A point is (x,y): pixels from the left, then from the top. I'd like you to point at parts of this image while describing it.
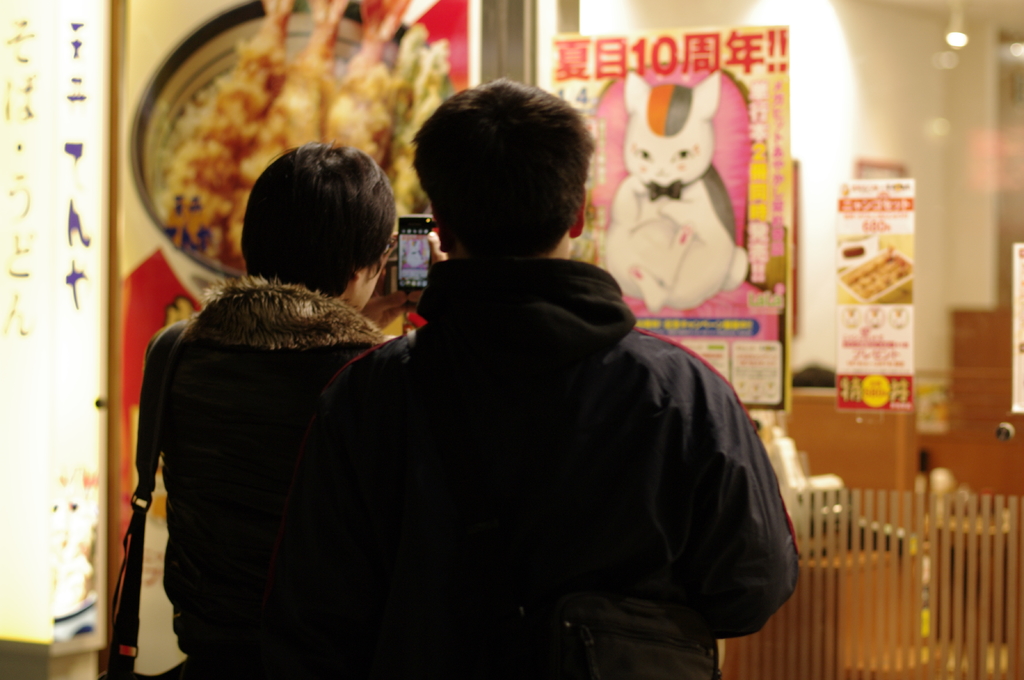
In the image I can see two people (293,326), among them a person (318,377) is holding the phone (431,260) and to the side there are some posters (257,31) to the walls (767,673).
